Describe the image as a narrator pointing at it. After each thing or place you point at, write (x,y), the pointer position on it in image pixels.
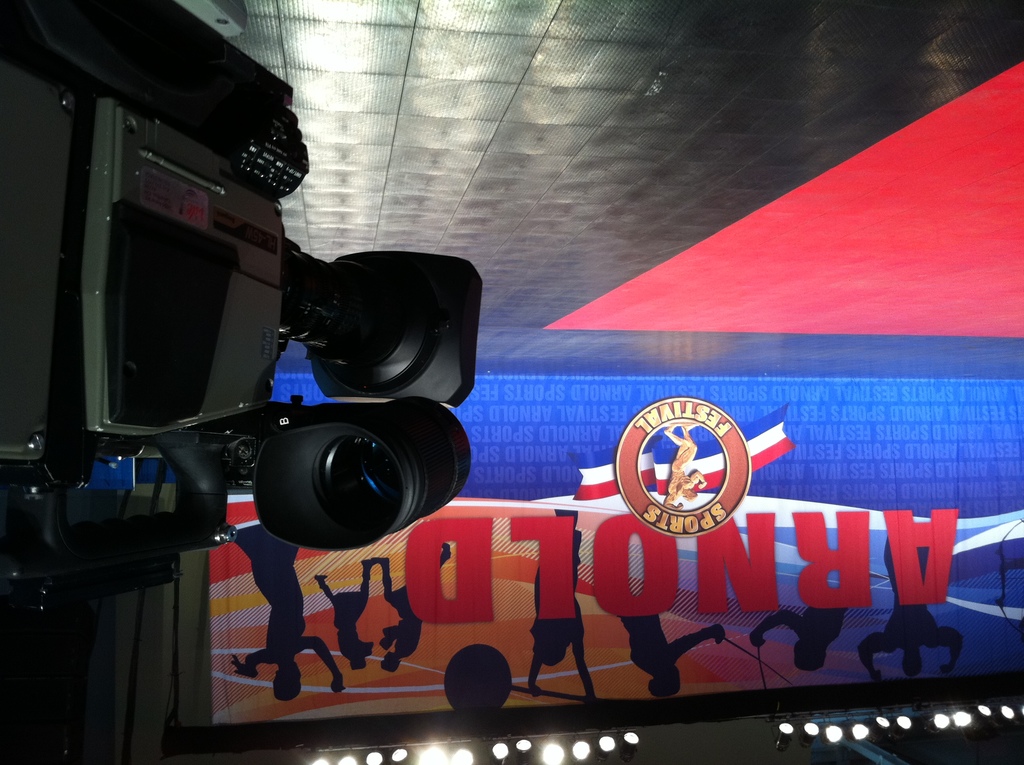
In the image we can see video camera (374,480) and a poster (715,563), on the poster (858,655) we can see the text (620,596). We can even see the lights (784,742).
